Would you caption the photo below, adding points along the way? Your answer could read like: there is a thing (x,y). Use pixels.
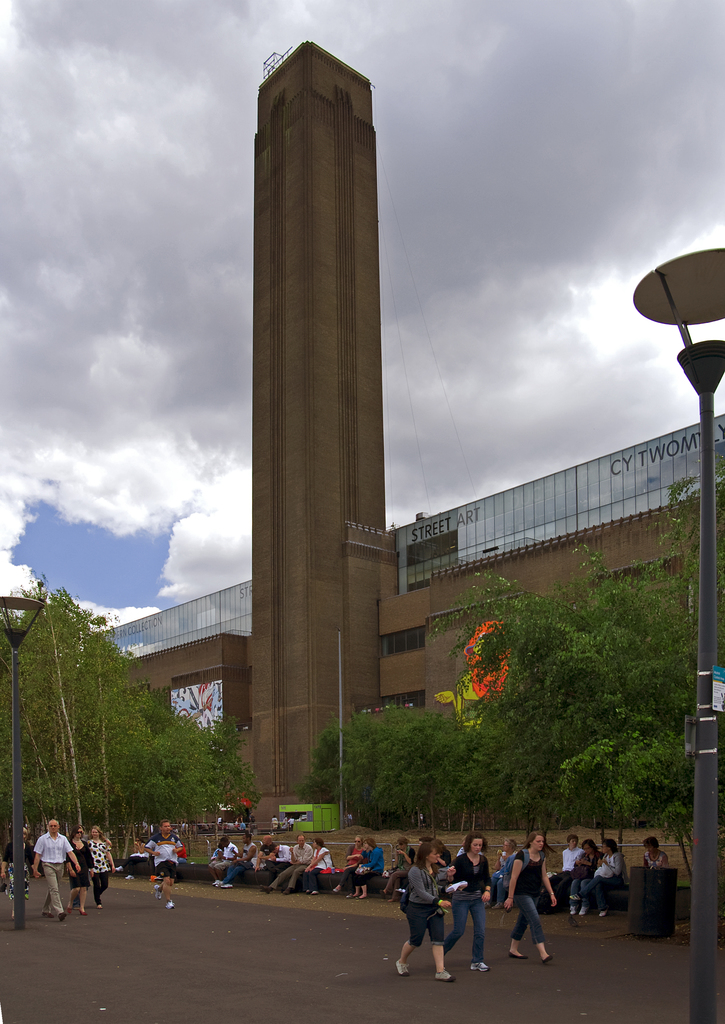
The picture is taken outside a city. In the foreground of the picture (432,852) there are many people (51,873) walking and few (601,900) are sitting. In the center of the picture (403,622) there are trees (614,738), poles (14,728) and a building (343,583). Sky (172,228) is cloudy.
